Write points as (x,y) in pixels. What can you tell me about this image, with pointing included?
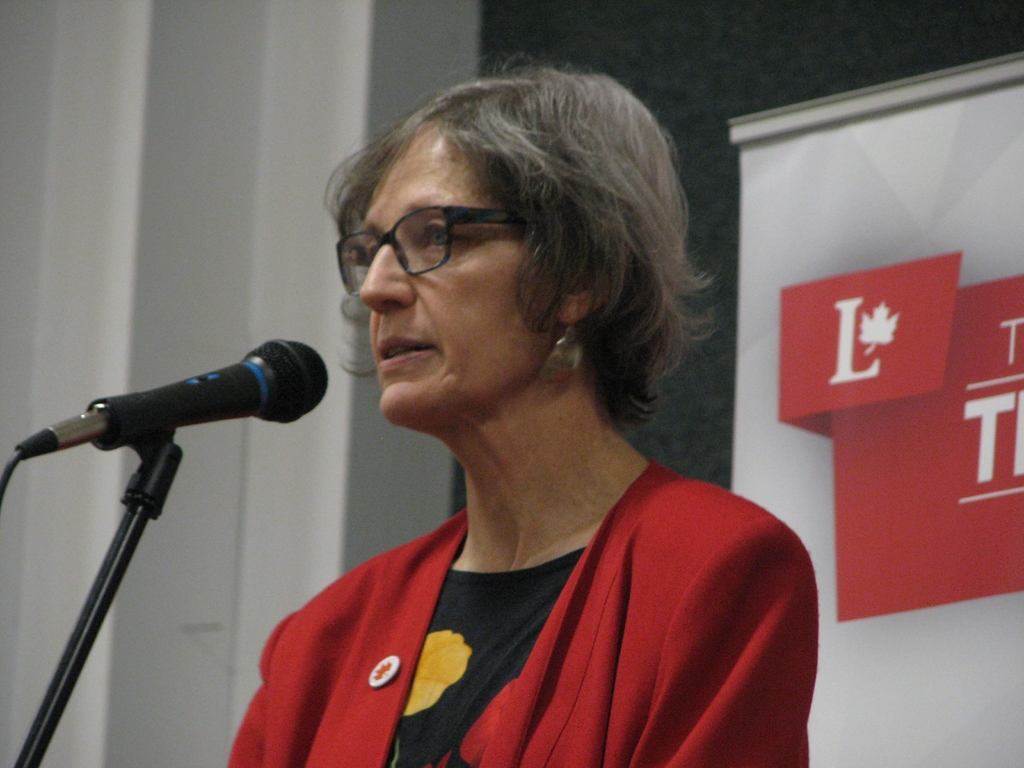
In this image we can see a woman (447,360) wearing glasses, a microphone (265,412) and behind her we can see a banner (871,383) with some text (1003,473).
